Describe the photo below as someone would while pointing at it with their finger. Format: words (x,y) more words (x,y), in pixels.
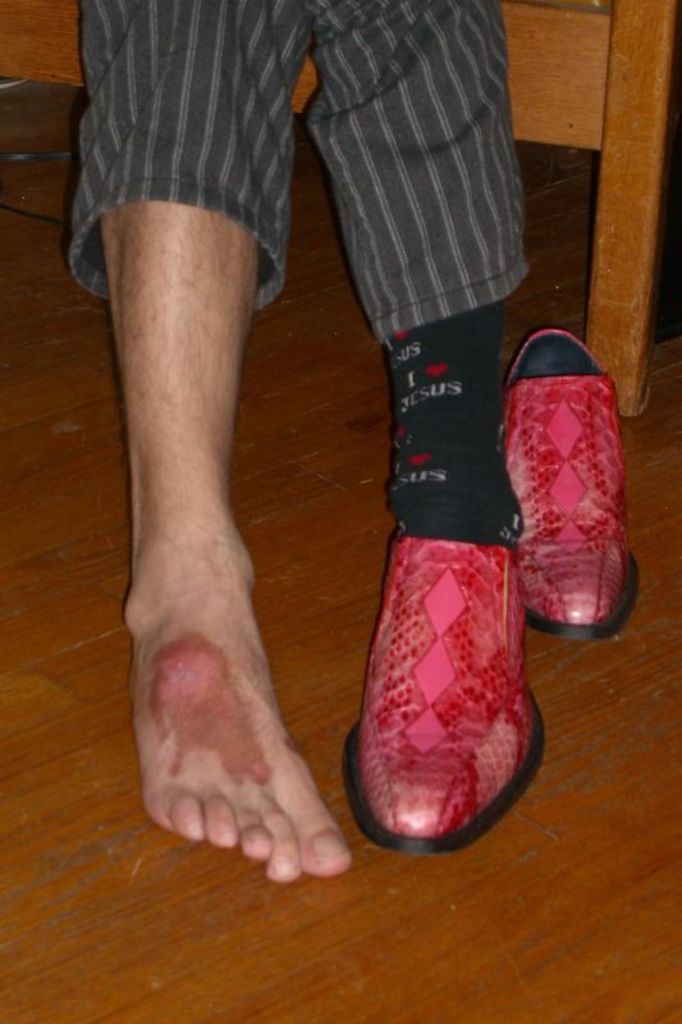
In the center of this picture (453,591) we can see a wound (200,732) on the leg (188,428) of a person (175,425) and we can see the shoes (532,432) and black color sock (466,421). In the background (644,71) we can see a wooden object (592,47) seems to be the chair (618,87).
